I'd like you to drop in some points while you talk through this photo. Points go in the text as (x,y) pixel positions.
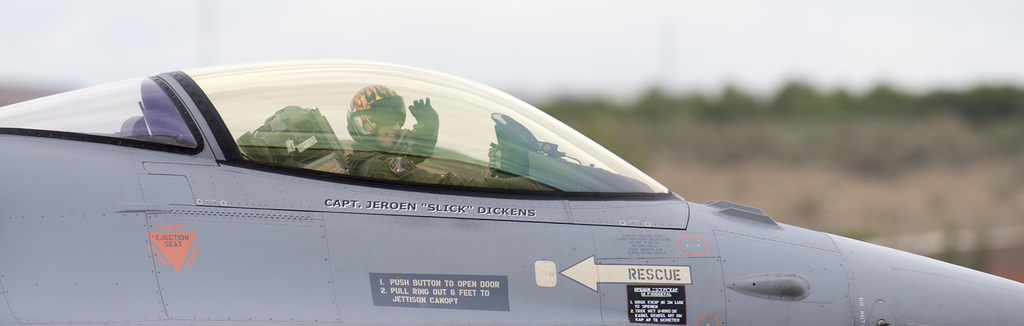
In this image we can see a person (382,137) sitting in a aircraft (826,267) wearing a helmet (382,118).
